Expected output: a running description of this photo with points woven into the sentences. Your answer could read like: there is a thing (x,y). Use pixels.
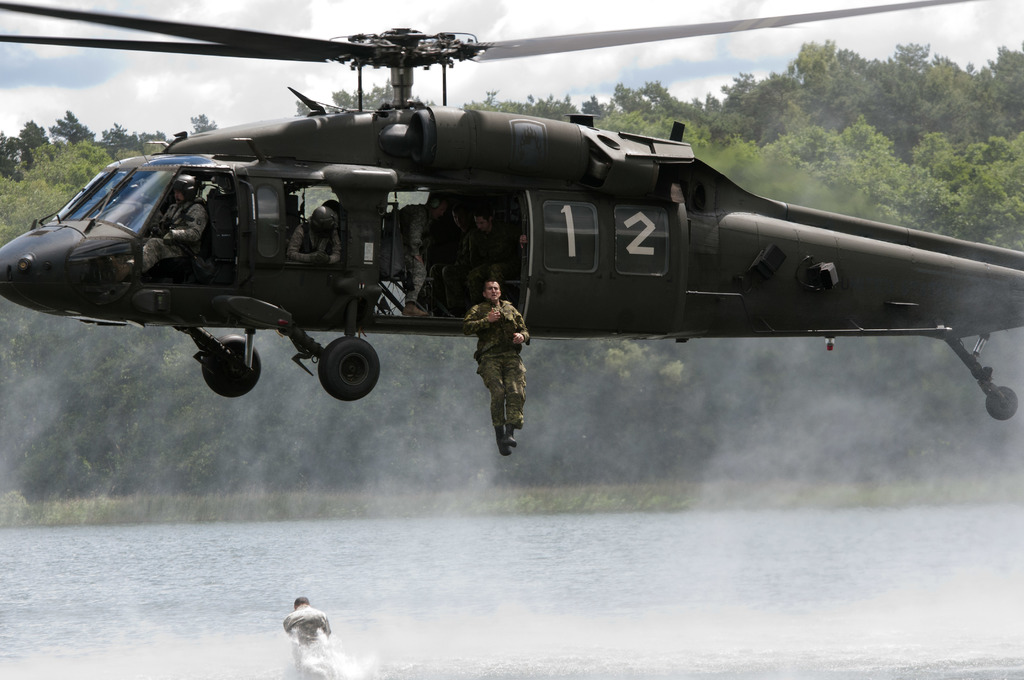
In this image there is a helicopter (614,202) in the air (749,63) and there is a man (503,315) jumping from the helicopter (439,253) in to the water (510,607). At the bottom (76,594) there is water (571,636) in which there is a person (296,628). In the background (538,446) there are trees (415,420). At the top (727,71) there is sky (727,65). In the helicopter (267,230) there are few people (305,246) sitting in it.
